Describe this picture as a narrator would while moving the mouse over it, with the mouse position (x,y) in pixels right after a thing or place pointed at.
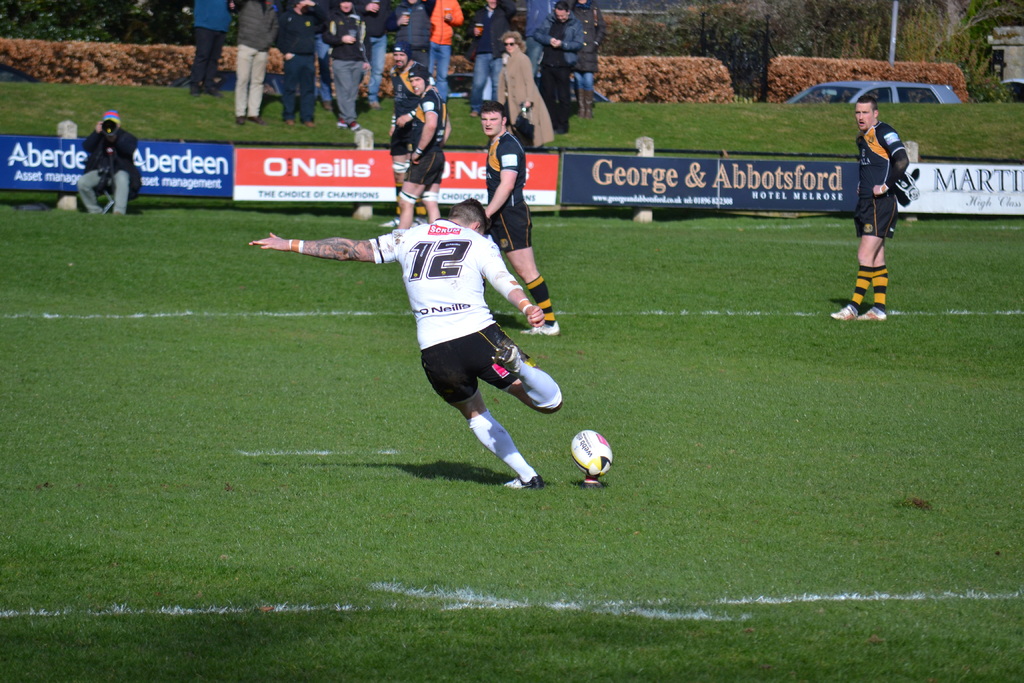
This is playing ground (271,476). Here I can see few men (502,368) wearing t-shirts (454,272), shorts (417,179) and playing a game. In the middle of the image (589,442) there is a ball (592,463) on the ground (616,497) and one person (450,321) is about to hit the ball (584,455). In the background (370,162) there is a board (260,179) on which I can see some text (209,168). On the left side (115,155) there is person (110,158) sitting and holding a camera (107,128) in the hands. In the background (291,36), I can see a crowd of people (304,40) standing and looking at the people (401,228) who are playing. At the top of the image (763,42) there are few trees (720,32). In the top right (843,95) there is a vehicle (874,95).
